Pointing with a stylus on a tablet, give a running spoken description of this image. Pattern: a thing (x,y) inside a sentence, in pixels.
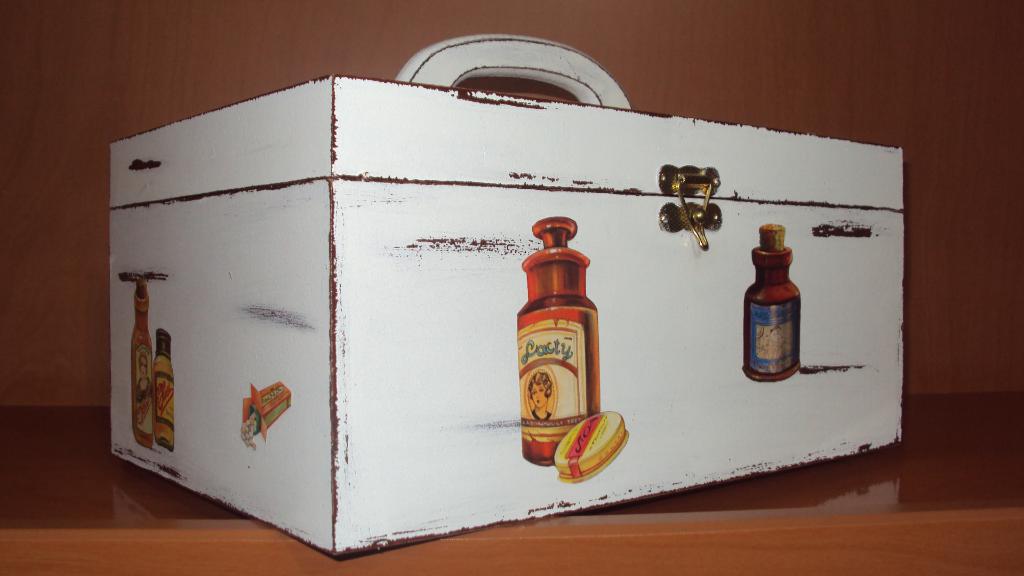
In the image there is a box (356,298) it is painted in white color and there are few images (545,337) on the box (692,217), it is kept on a wooden floor (138,467).
